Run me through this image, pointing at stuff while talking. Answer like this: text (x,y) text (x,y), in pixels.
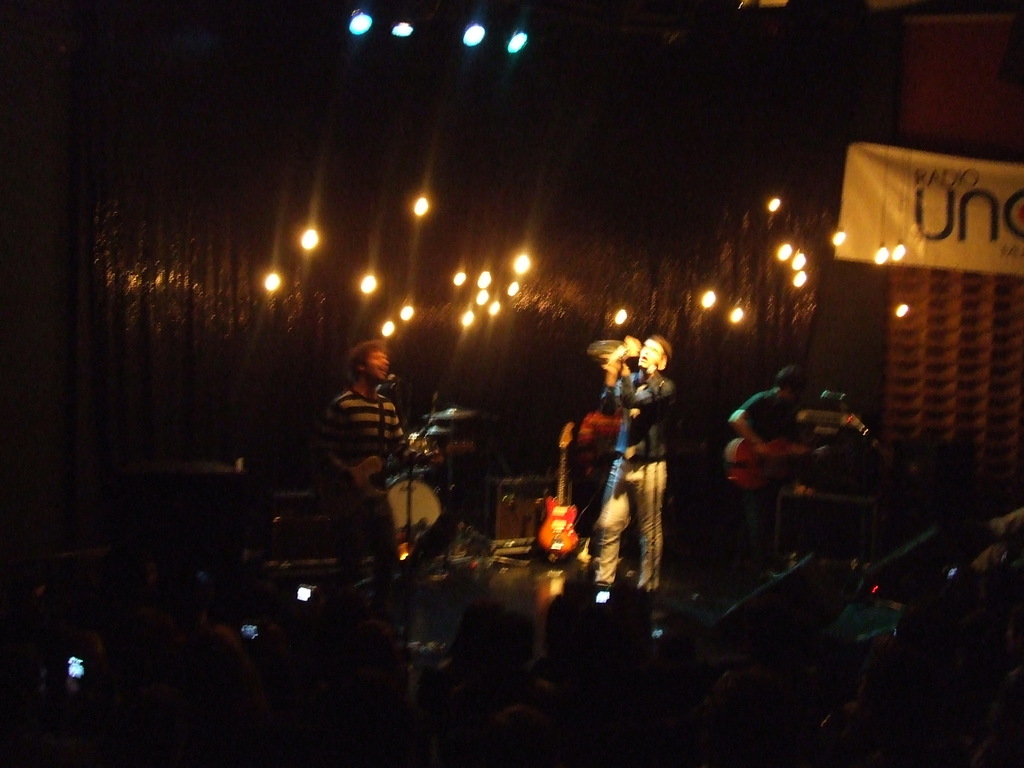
In this picture there are boys (801,375) those who are performing music on the stage (499,553) and there are lights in the center of the image (389,330), stage (622,578) contains drum set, guitar (728,460), and mics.
